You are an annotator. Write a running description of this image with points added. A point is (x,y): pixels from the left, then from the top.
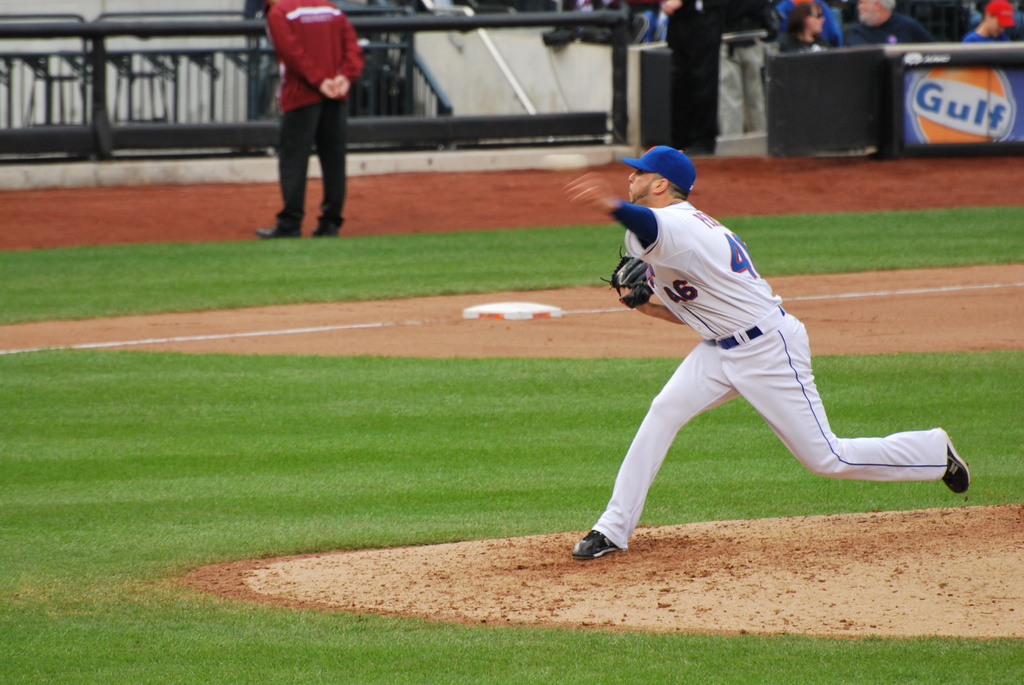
In this picture, we can see a few people (756,70) and among them a person (658,435) with cap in white dress (704,217) is throwing some object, we can see the ground (433,520) with grass (554,430), and some object (489,311) on the ground (494,297), we can see fencing (83,70), black poles (615,48), poster (964,124) with text (932,86), and image (952,131).
